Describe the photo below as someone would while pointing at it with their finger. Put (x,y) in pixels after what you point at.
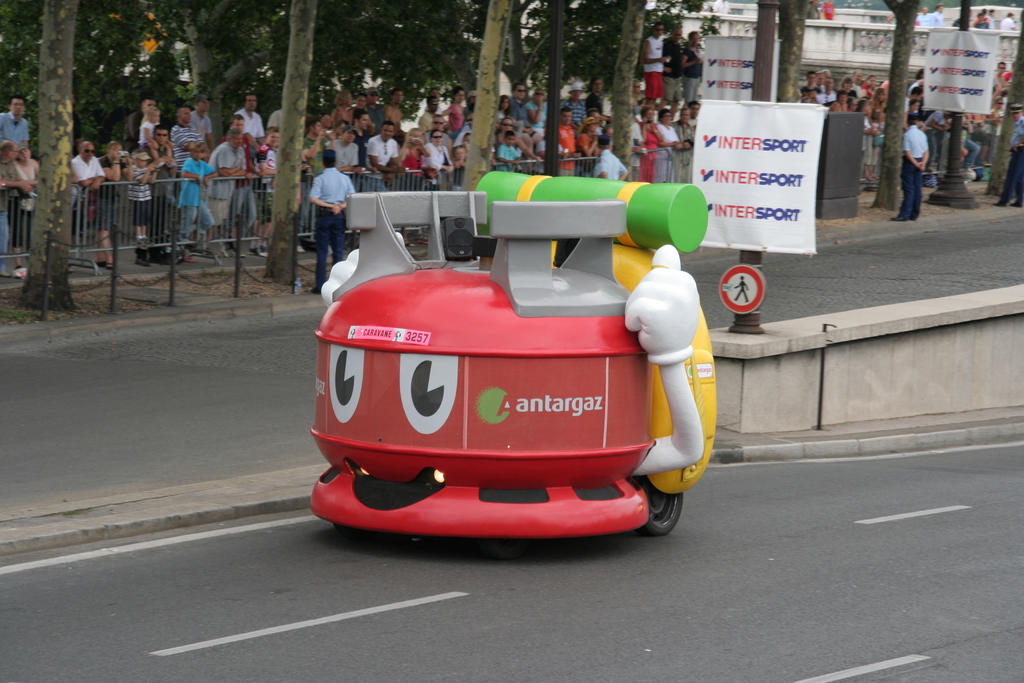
In this image we can see a vehicle (469,487) on the road (532,600). In the background of the image (866,86) there are people (421,123) standing. There are trees (70,201). There is railing (208,206). There are safety poles (297,236). There are banners (742,139) with some text (976,53) on them.
